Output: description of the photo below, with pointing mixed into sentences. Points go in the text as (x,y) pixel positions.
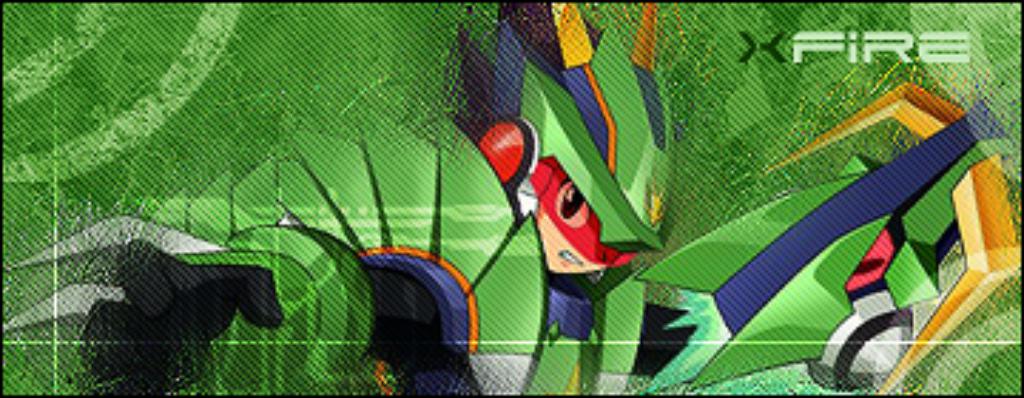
In the image there is a green poster (579,73) with a person (594,300). At the top right corner of the image (822,47) there is a name (901,48).
